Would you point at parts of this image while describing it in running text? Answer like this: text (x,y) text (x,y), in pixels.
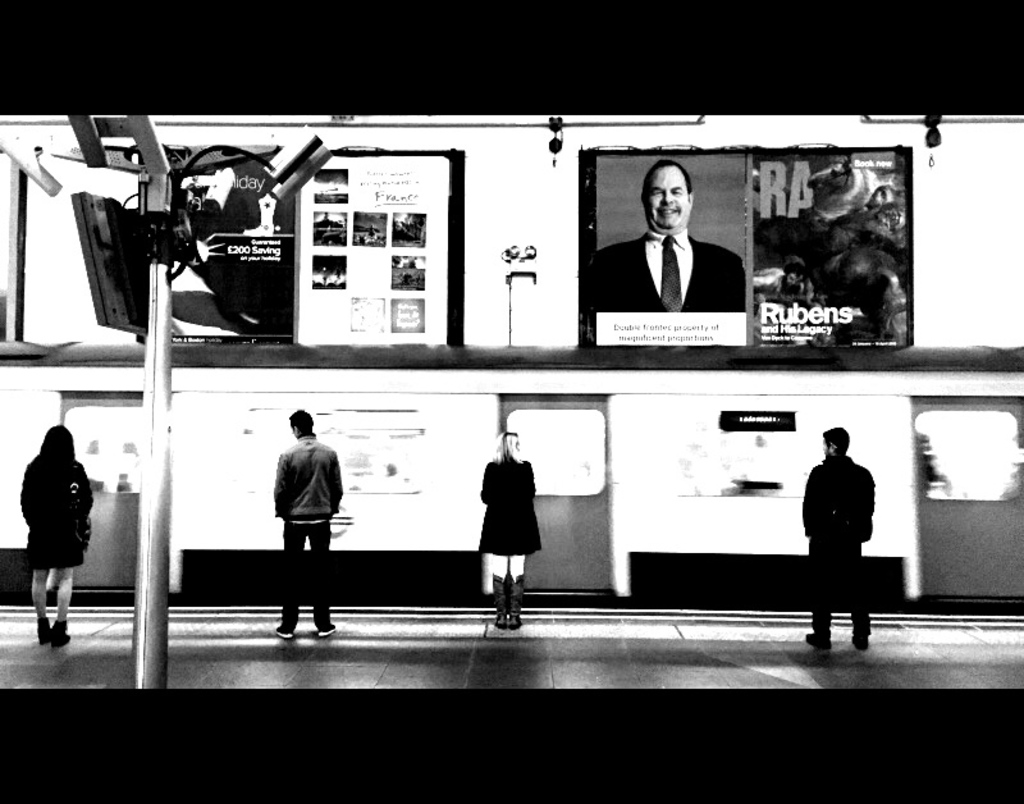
In this picture we can see a train (553,477) and some persons (859,507) standing on the platform (271,622), pole (150,665), banners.
